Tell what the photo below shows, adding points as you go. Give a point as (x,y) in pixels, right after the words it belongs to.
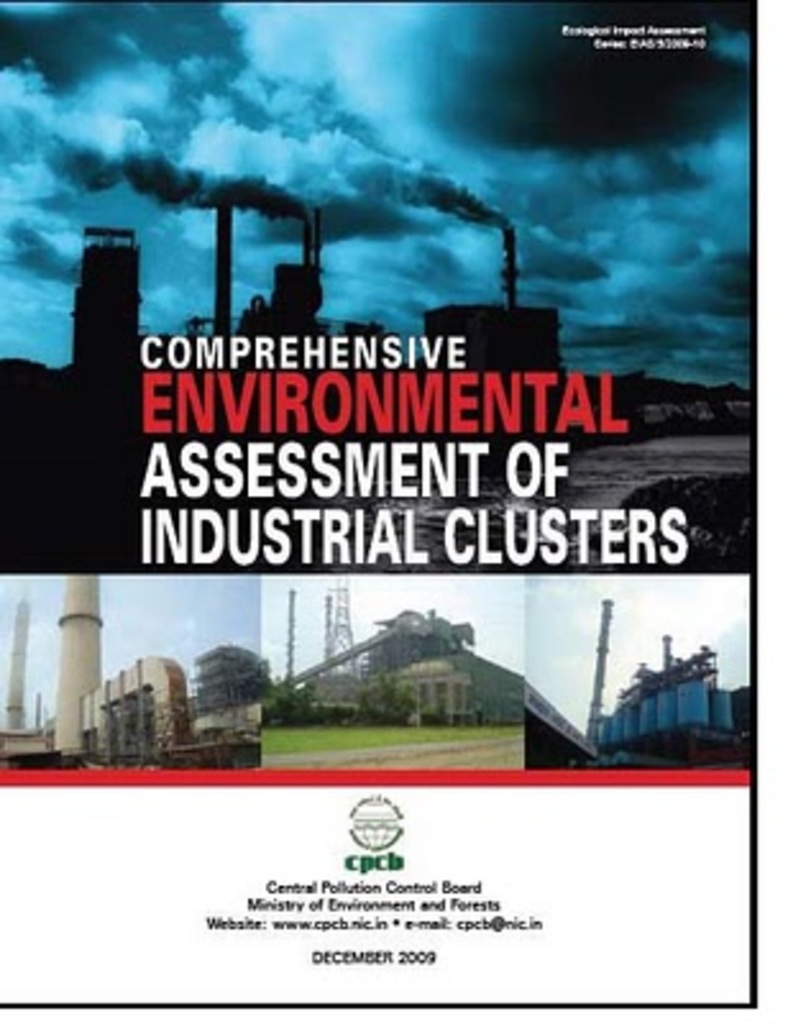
In this image there is a poster (341,425), there is a collage image, there is text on the poster (344,189), there is the sky (457,271), there is smoke (243,193), there are towers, there is buildings (424,672), there are objects (671,703), there is the grass (339,730).
